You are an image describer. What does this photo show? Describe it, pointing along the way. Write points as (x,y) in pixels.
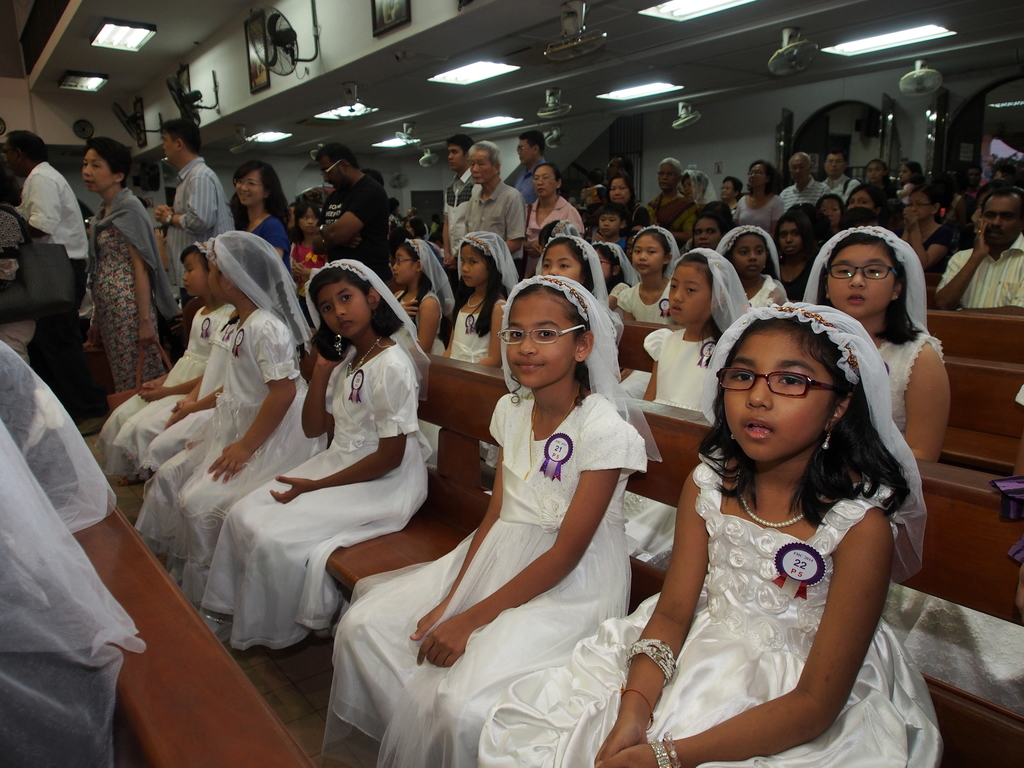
In this image we can see many girls (323,586) wearing white frock (207,540) are sitting on the wooden benches (288,760) and these people (549,172) standing here. In the background (95,68), we can see photo frames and fans (582,11) on the wall (224,60) and lights (68,83) to the ceiling (90,34).
